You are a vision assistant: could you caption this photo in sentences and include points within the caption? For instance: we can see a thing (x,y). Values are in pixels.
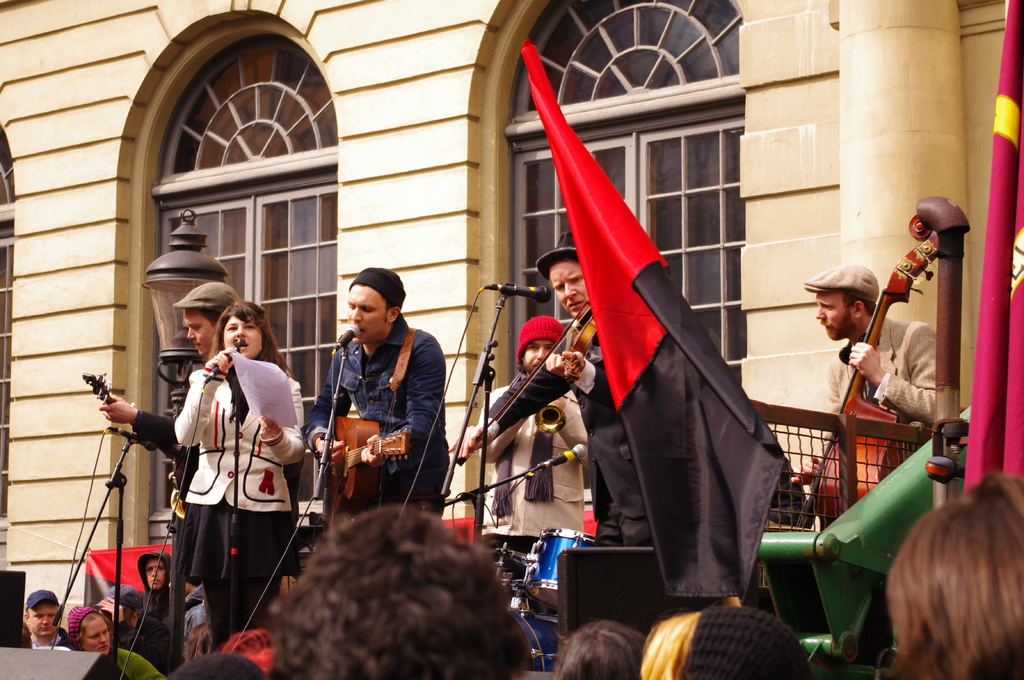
In this picture we can see some people (326,381) standing here, these two persons (369,384) are singing, here we can see five microphones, a violin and a guitar (345,463), in the background (408,120) there is a building (399,137), we can see a window (625,183) here, there is a cloth (709,511) here, we can see drums (541,577) here, there is a light (159,340) here.
